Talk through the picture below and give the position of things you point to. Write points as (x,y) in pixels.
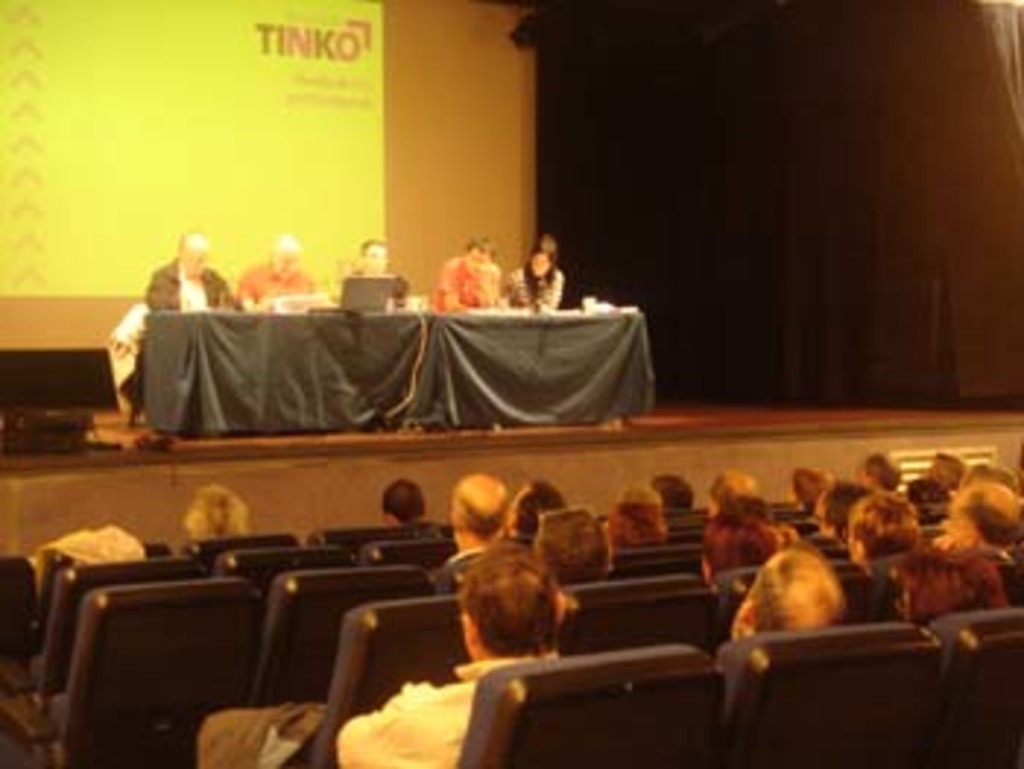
In this image in front (406,622) there are people (829,563) sitting on the chairs (417,632). At the center of the image (476,263) there are people (250,287) sitting on the chairs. In front of them there is a table (409,380). On top of it there is a laptop (364,309) and a few other objects (309,309). Behind them there is a screen (208,196). On the right side of the image (880,188) there is a curtain (766,348).
